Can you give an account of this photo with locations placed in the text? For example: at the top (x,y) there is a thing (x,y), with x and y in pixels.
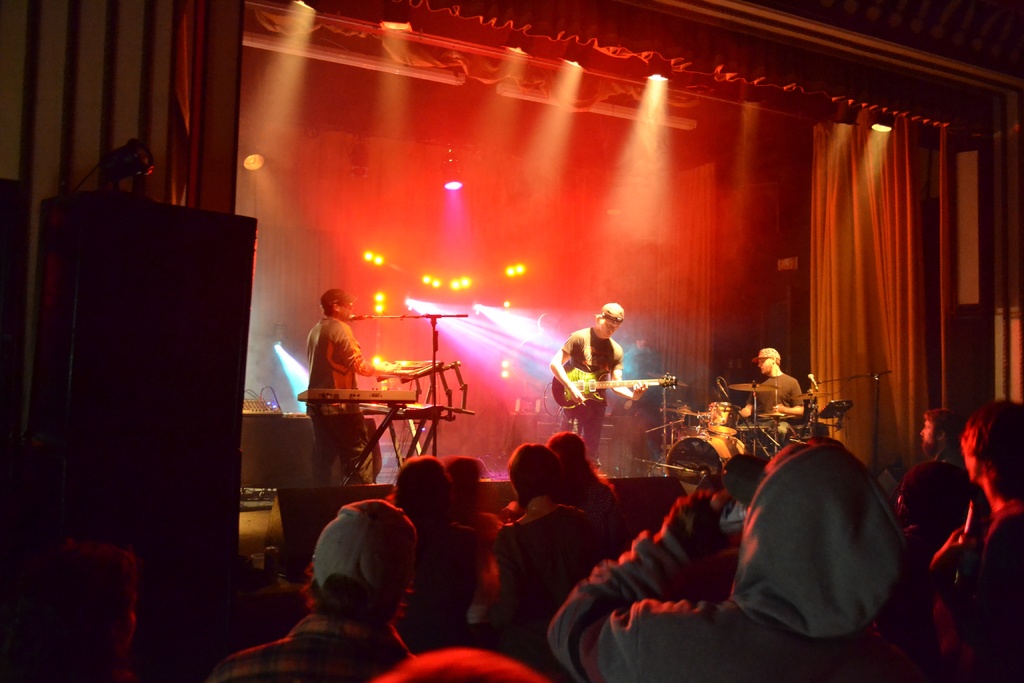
In this image in the front (499,594) there are persons (523,577). In the background (878,254) there are musicians (341,385) performing on the stage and there is a curtain (878,274) and there are lights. On the left side (166,370) there is an object (156,357) which is black in colour.
